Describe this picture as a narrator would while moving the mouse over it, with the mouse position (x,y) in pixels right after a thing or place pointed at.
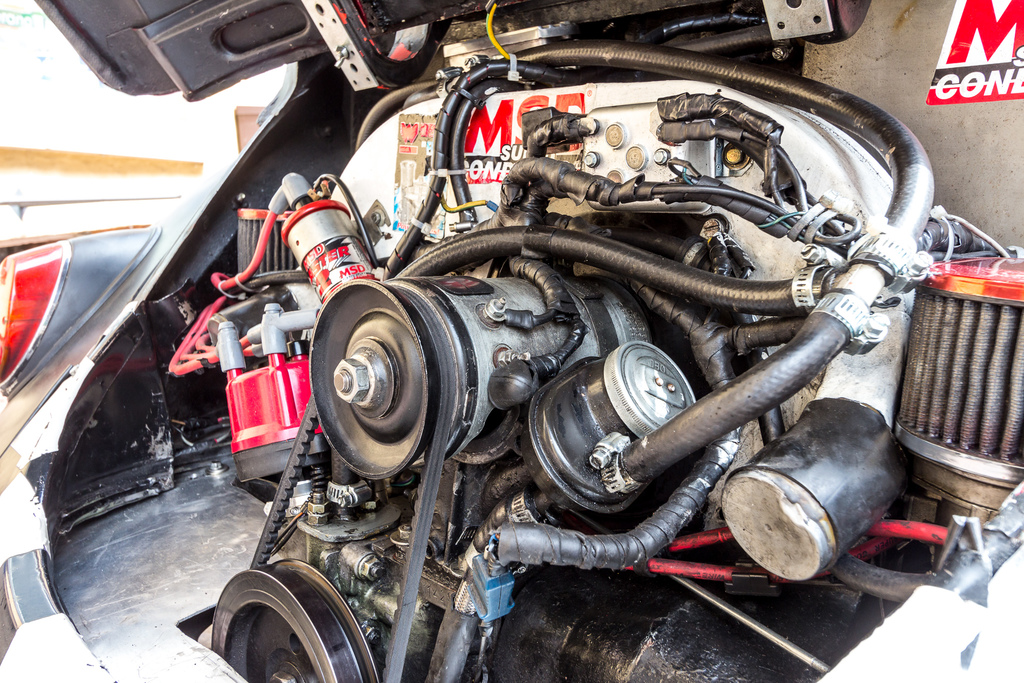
In the foreground of this image (210,426), there is an engine part (304,432) of a vehicle (382,309). At the top (238,43), there's the door (356,17) of that vehicle (230,172).
